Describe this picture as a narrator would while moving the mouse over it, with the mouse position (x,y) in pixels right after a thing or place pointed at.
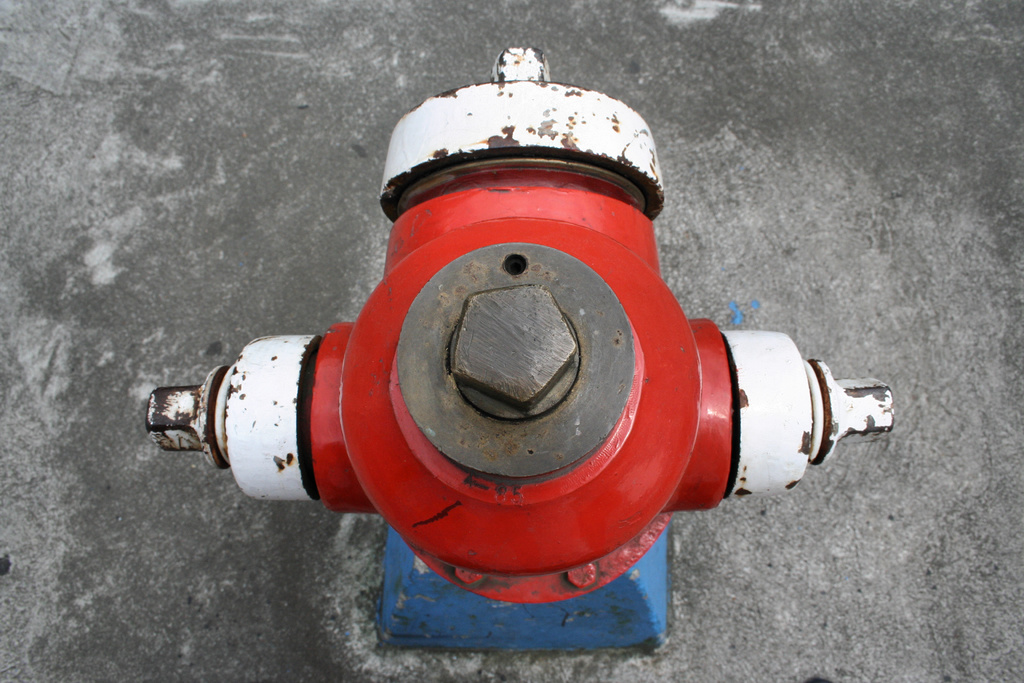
In this picture we can see a hydrant (573,107) on the road (177,223).
